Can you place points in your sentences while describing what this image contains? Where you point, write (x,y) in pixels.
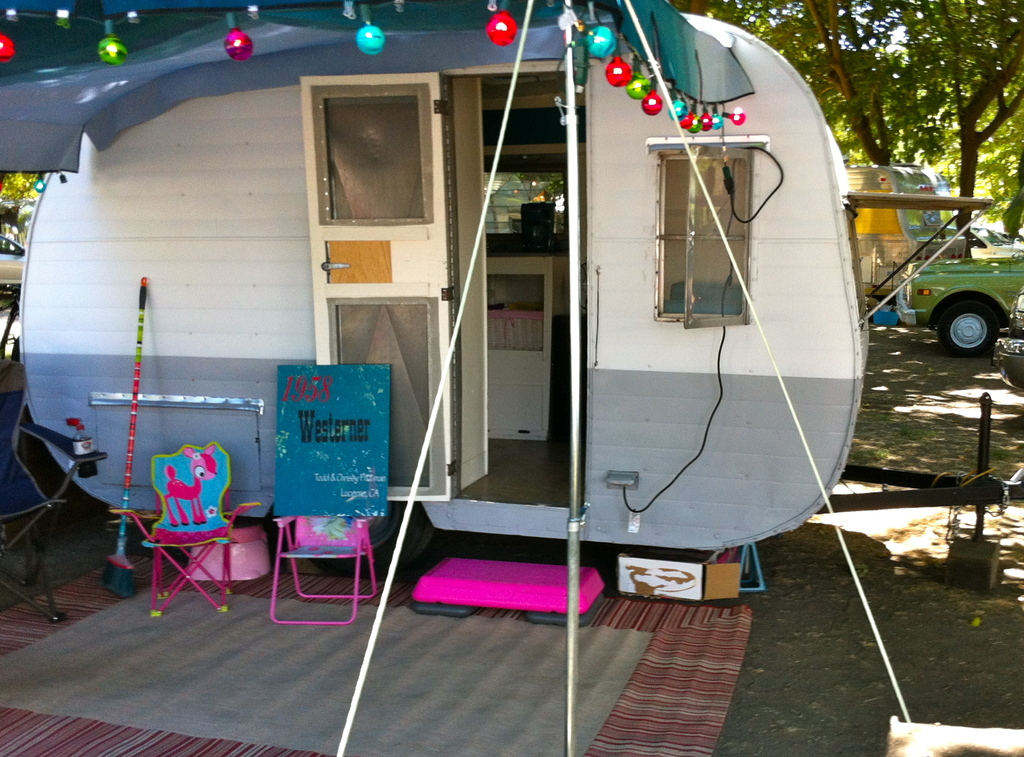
This is a kind of a mobile home (621,221) with a door (396,338) and windows (693,227). I can see the kids chairs (224,527). This looks like a board (313,490). I think this is the broomstick (126,576). These are the colorful lights (630,87) hanging to the cloth (691,65). This looks like a pole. Here is the mat (616,649). In the background (912,267), I can see a car (982,273) and a truck (970,296). These are the trees (906,96).
